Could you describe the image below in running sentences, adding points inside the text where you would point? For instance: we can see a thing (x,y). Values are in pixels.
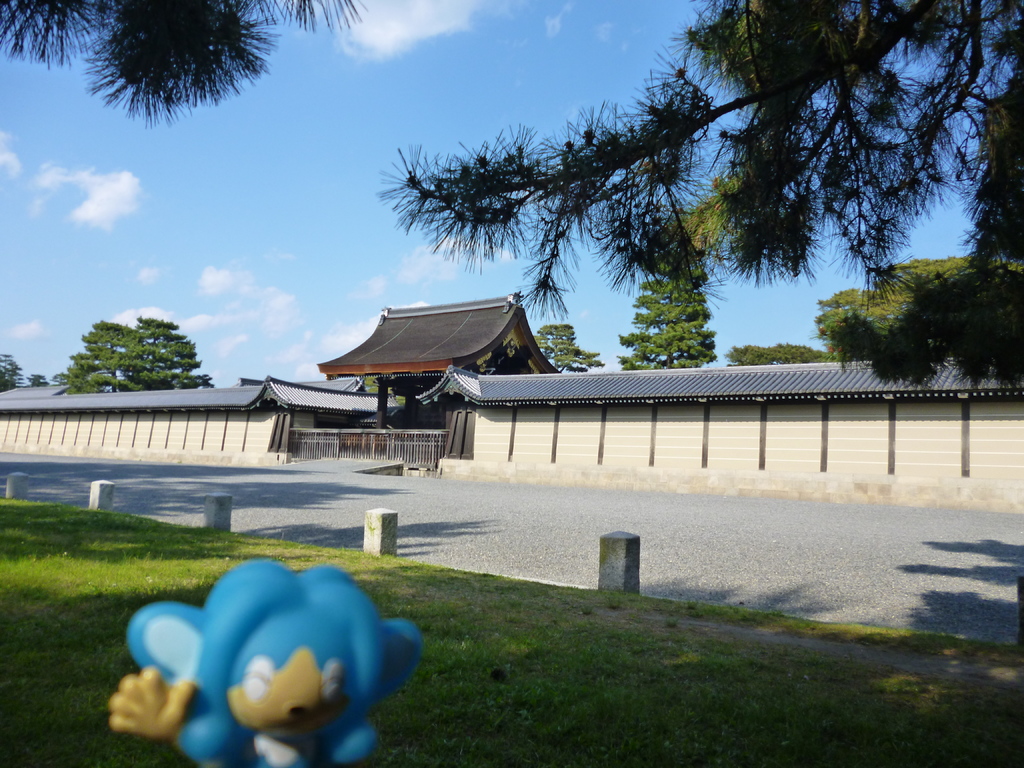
In this image there is grass (536,670). There is a blue color object (293,726) in the foreground (304,702). There is a road (94,462). There is a building (490,356). There is a wall (789,441). There are trees (925,270). There are clouds (107,194) in the sky (330,300).
